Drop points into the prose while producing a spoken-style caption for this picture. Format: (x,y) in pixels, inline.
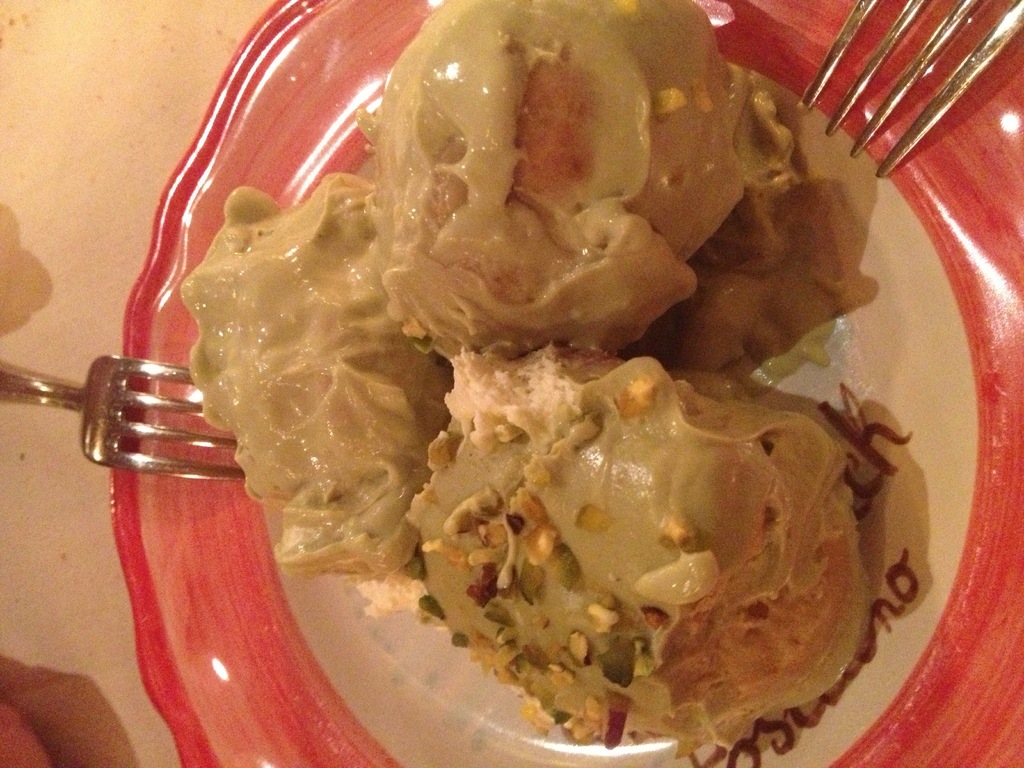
In the center of the image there is a table (52,98). On the table (92,235) we can see forks (970,70), plate (310,95) contains dessert (505,392) are there.
